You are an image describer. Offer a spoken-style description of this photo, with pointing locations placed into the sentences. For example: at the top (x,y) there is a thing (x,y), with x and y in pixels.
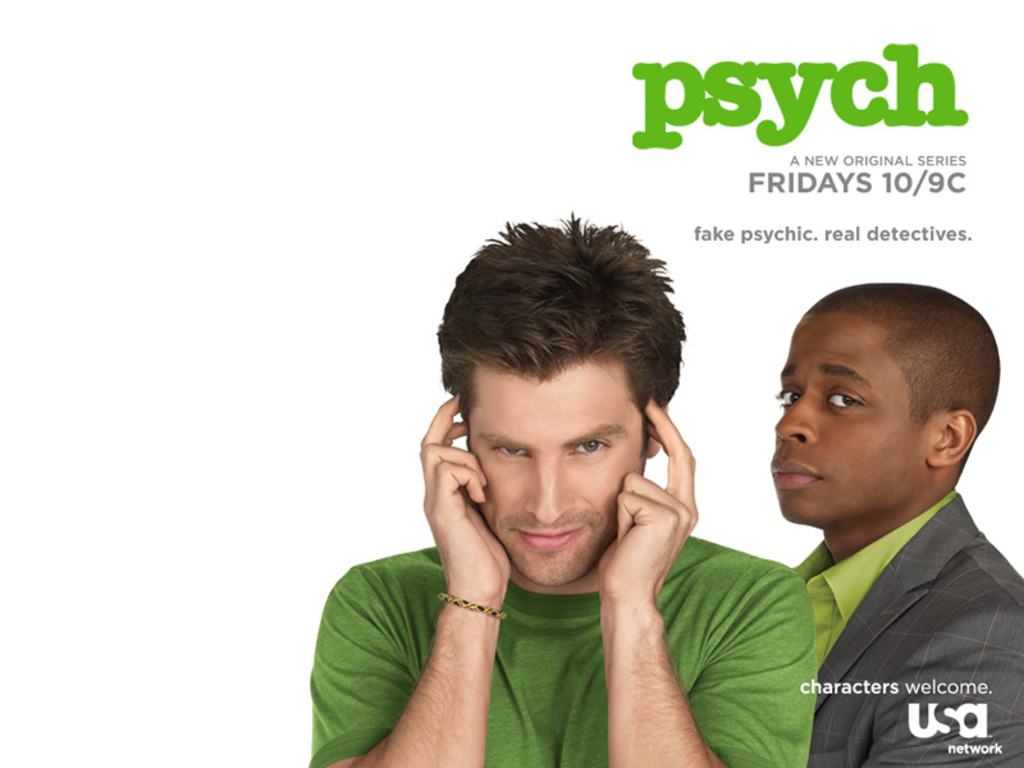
In this picture we can see two persons (780,597), a man (799,597) on the left side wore a green color t-shirt (594,697), a person (948,672) on the right side (946,672) wore a blazer (911,642), we can see some text (906,174) at the right top of the image (692,75), there is a logo (944,725) here.
